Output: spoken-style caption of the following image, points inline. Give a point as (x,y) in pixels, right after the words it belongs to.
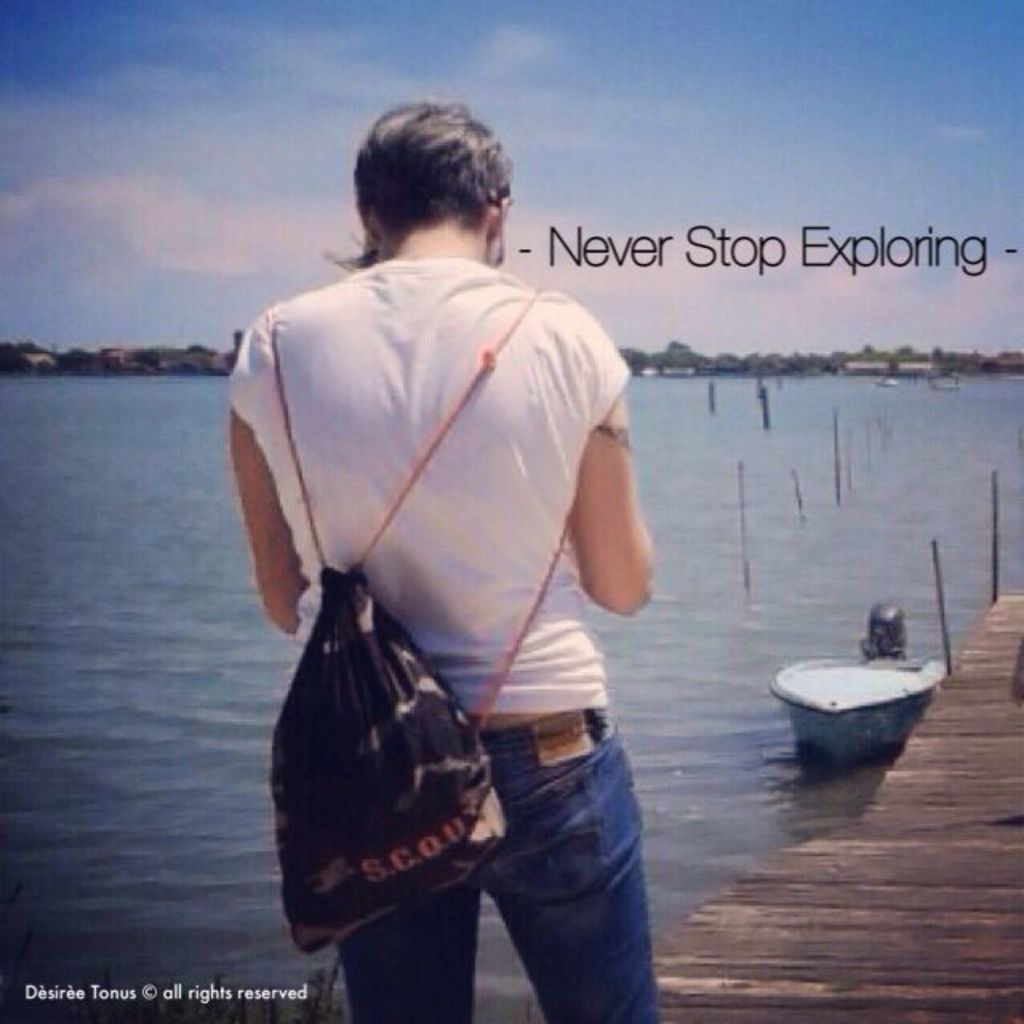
In this image I can see a person (629,1013) standing on docks (702,996). I can see a boat (869,654) on the water (720,696). I can see the water surface (751,572). At the top (562,96) I can see clouds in the sky (684,163). I can see some text (280,992) on the image.
